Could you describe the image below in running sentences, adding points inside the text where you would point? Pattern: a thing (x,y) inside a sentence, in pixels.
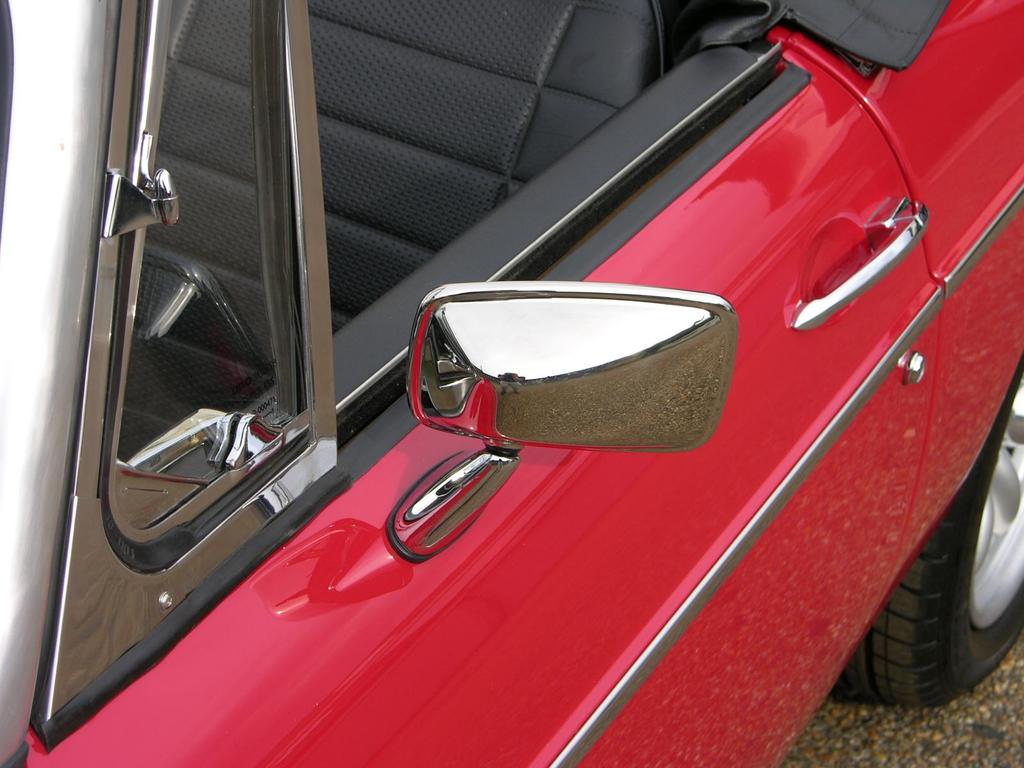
In this picture there is a red color car (866,400). At the bottom (859,737) towards right (914,748), it is road (868,746).
